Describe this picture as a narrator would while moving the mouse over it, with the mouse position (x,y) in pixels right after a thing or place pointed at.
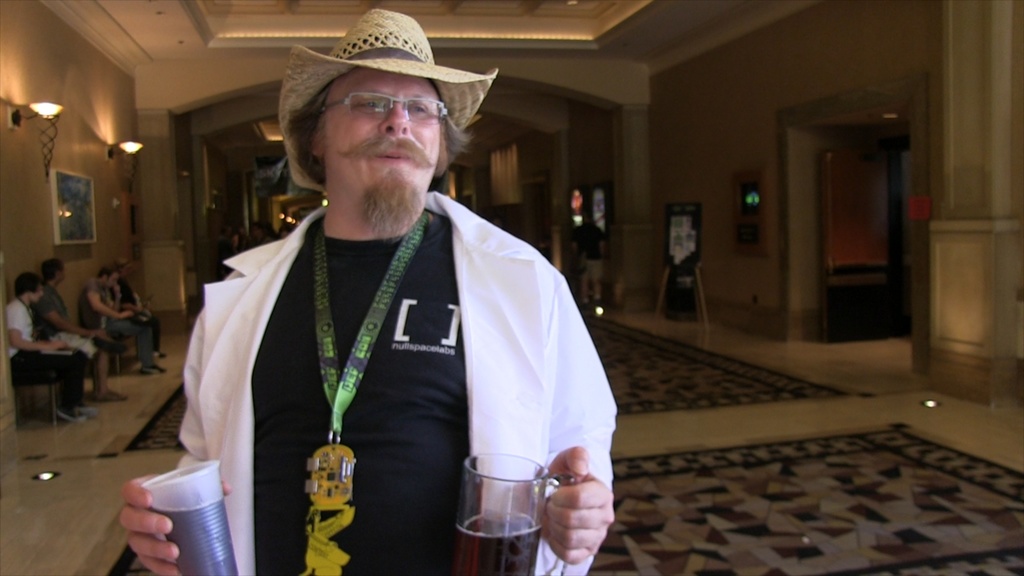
In this image in the foreground (451,323) there is one man (396,371) who is standing and he is holding two glasses (475,522), in that glasses (195,538) there is some drink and in the background (86,329) there are some people (97,313) who are sitting on chairs (35,387). And also on the right side (817,312) there is a wall (706,234), pillar (955,328), doors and some boards (667,260). At the bottom (741,440) there is a floor (118,436), on the floor (117,452) there are some carpets (162,413) and on the top (477,21) there is ceiling (431,21) and on the left side (136,165) there are two lights (120,150). In the background (276,219) there are some people (74,333) and some other objects (264,206).
